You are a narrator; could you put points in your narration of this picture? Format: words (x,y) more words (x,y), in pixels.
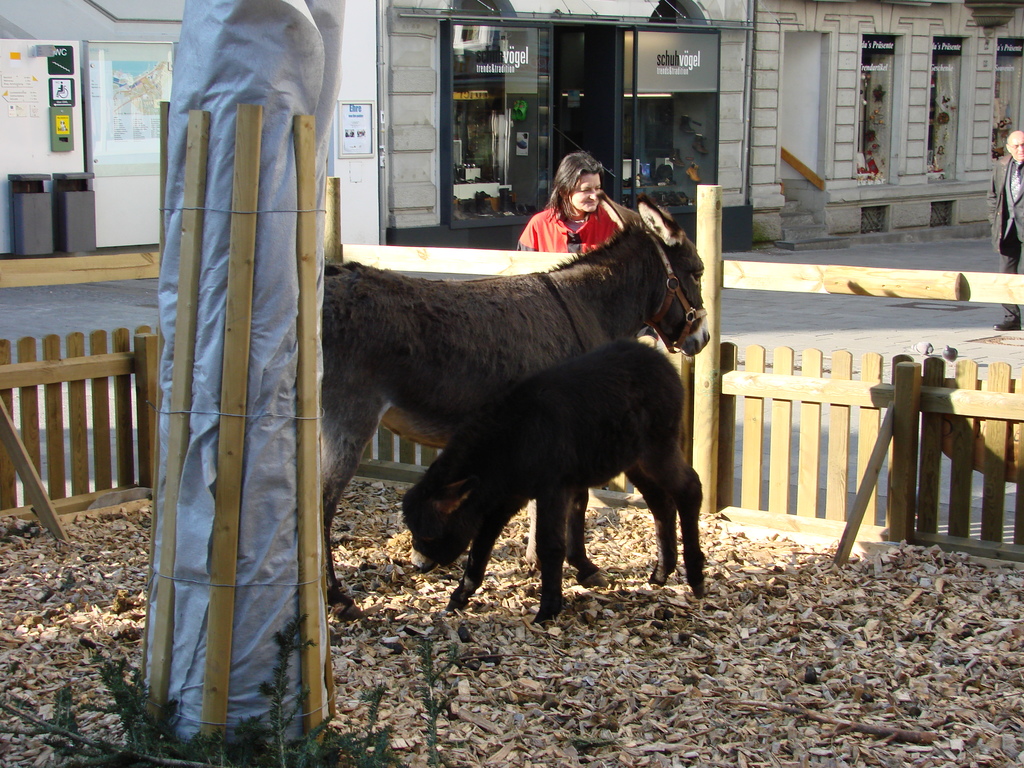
In this image in the center (437,294) there are two animals (519,311), and there is a fence (814,415). At the bottom (477,766) there are some plants (309,642) and some wood chips (107,633) and on the left side (190,316) there are some poles (227,463), and there is a plastic cover (212,306) and in the background (483,123) there are some buildings (545,123) and some boards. On the boards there is text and one person (1008,202) is walking, and behind the fence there is a walkway (838,327).
